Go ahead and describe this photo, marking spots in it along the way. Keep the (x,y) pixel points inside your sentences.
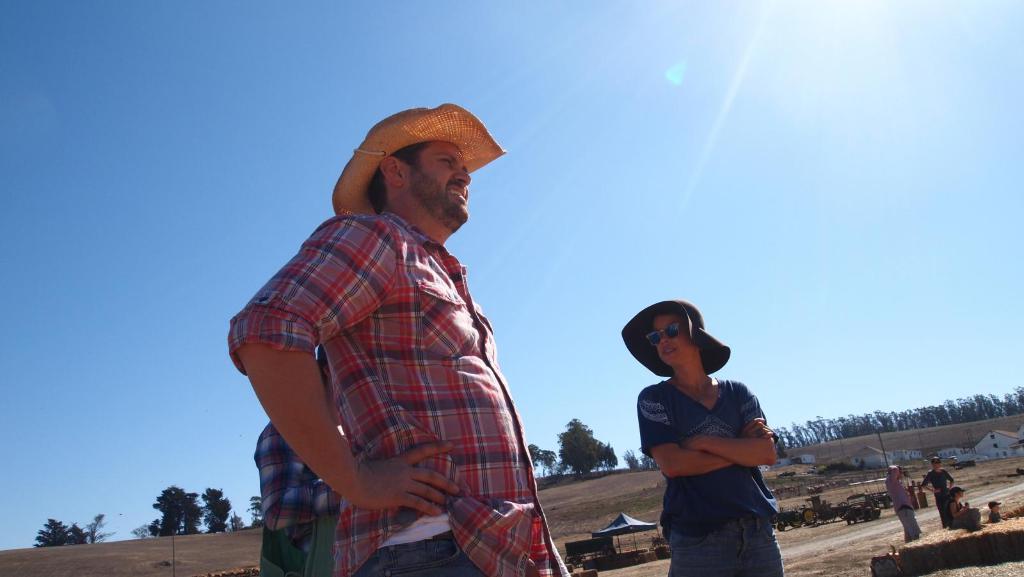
In this picture there is a man (443,236) who is wearing shirt (419,389) and jeans (404,567), beside him there is a woman (747,550) who is wearing t-shirt (710,509) and trouser (711,552). Behind there is another person (286,477) who is wearing shirt (310,506). On the right (935,461) I can see some persons (929,482) who are standing and sitting near to the road (863,531). In the back (788,509) I can see the tent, tractors (817,512) and other objects (998,554). In the background (942,416) I can see the mountain (970,422) and trees (915,422). At the top (557,28) I can see the sky (413,29) and sun's light beam (736,75).
